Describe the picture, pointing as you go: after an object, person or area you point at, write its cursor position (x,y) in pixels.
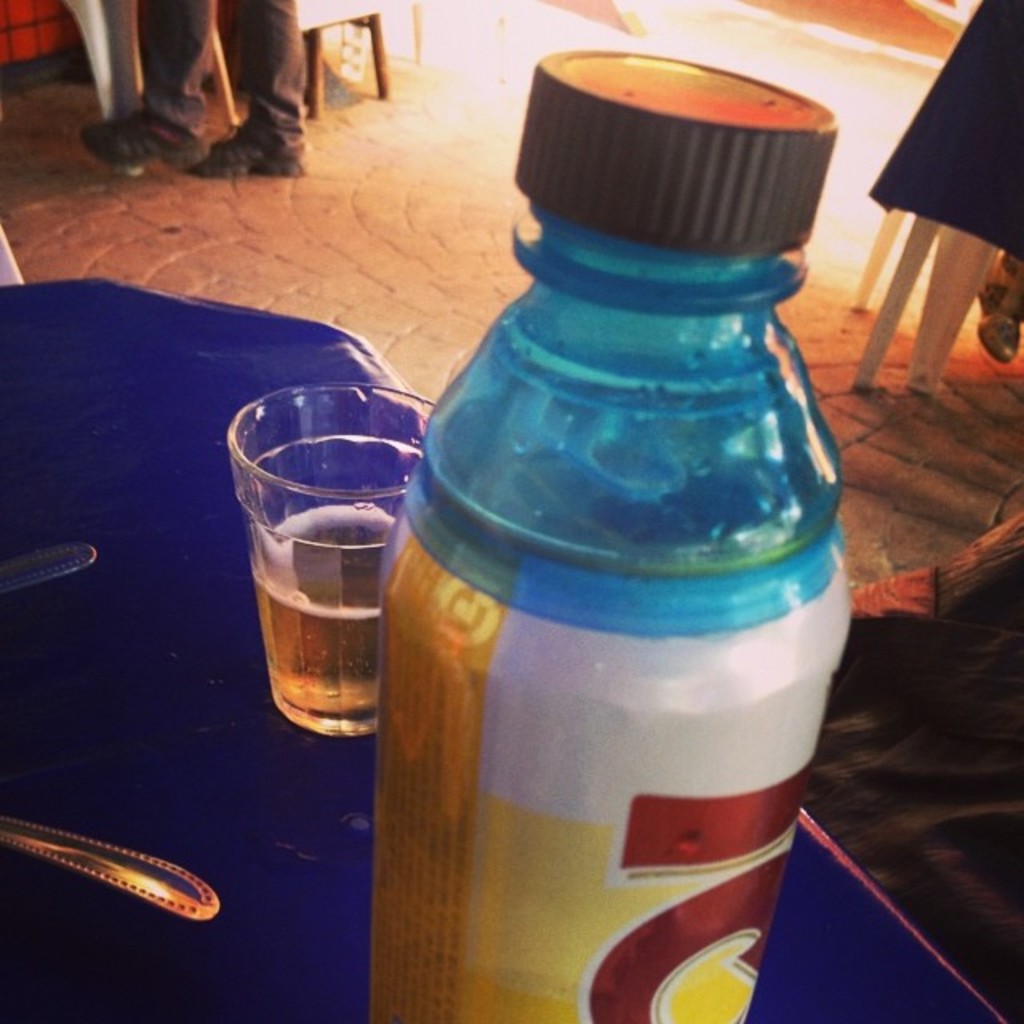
There is a bottle (540,727) and a glass (355,733) with some drink (318,601) on the table (168,591). Here is a spoon (123,865). In the background (183,140) we can observe some human legs (196,94) here.
